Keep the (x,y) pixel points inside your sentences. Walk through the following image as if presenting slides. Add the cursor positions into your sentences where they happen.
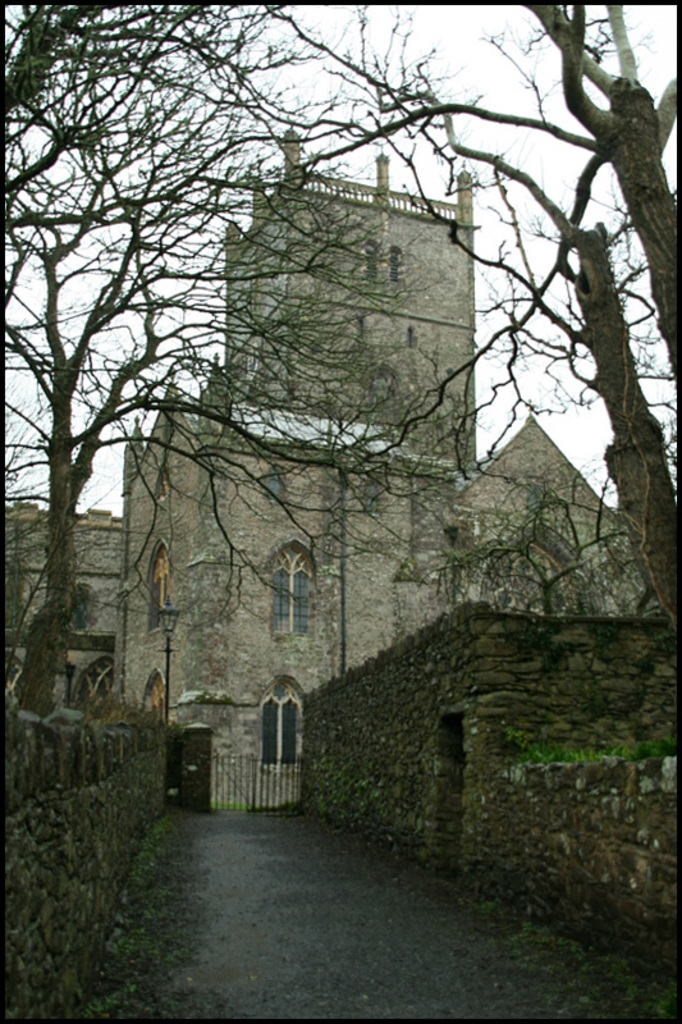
In this image I can see many dried trees (326,220). In the background (331,674) I can see the church (332,542) and there are windows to it. I can also see the white color sky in the back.
